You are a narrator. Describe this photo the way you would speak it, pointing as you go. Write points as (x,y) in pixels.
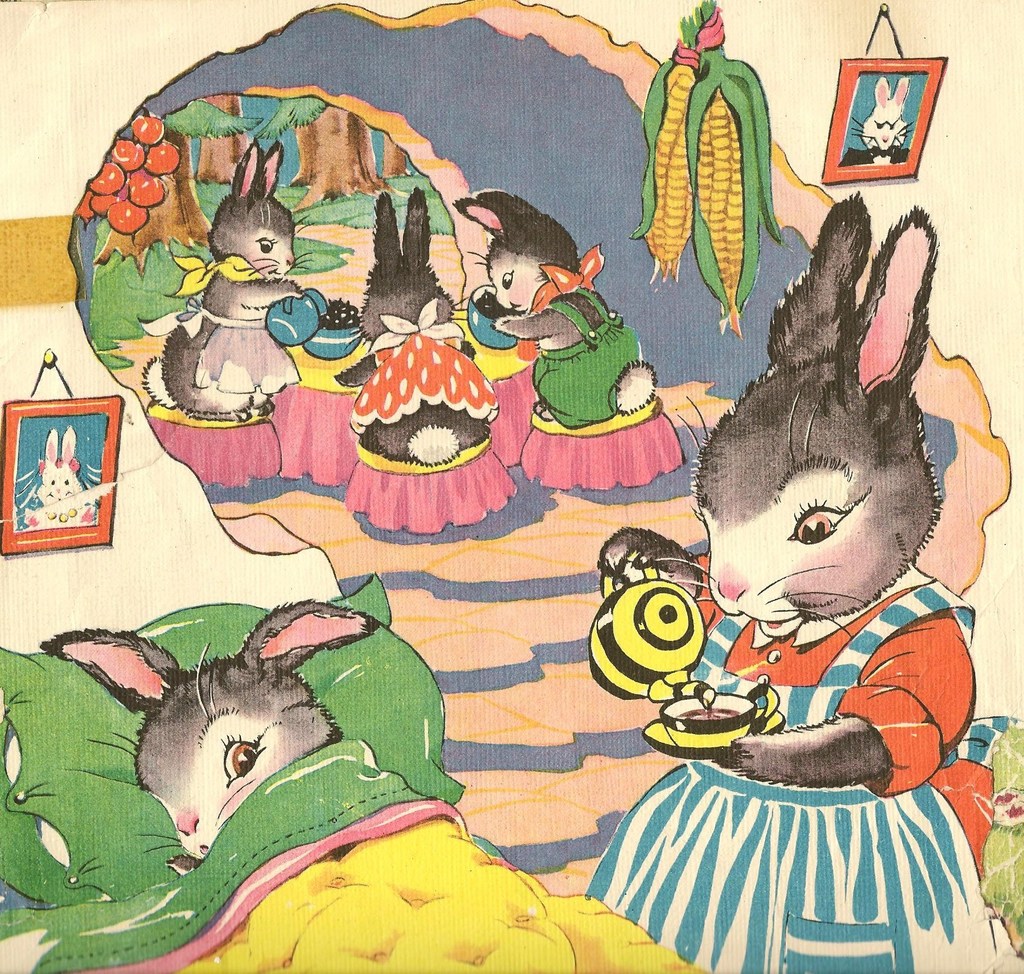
In this image I can see few rabbits (372,448) wearing different color dresses (213,320) and few rabbits (738,521) are holding something and one rabbit (223,811) is sleeping. I can see the trees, maize (744,67), few objects (112,177) and few frame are attached to the wall (5,355).
